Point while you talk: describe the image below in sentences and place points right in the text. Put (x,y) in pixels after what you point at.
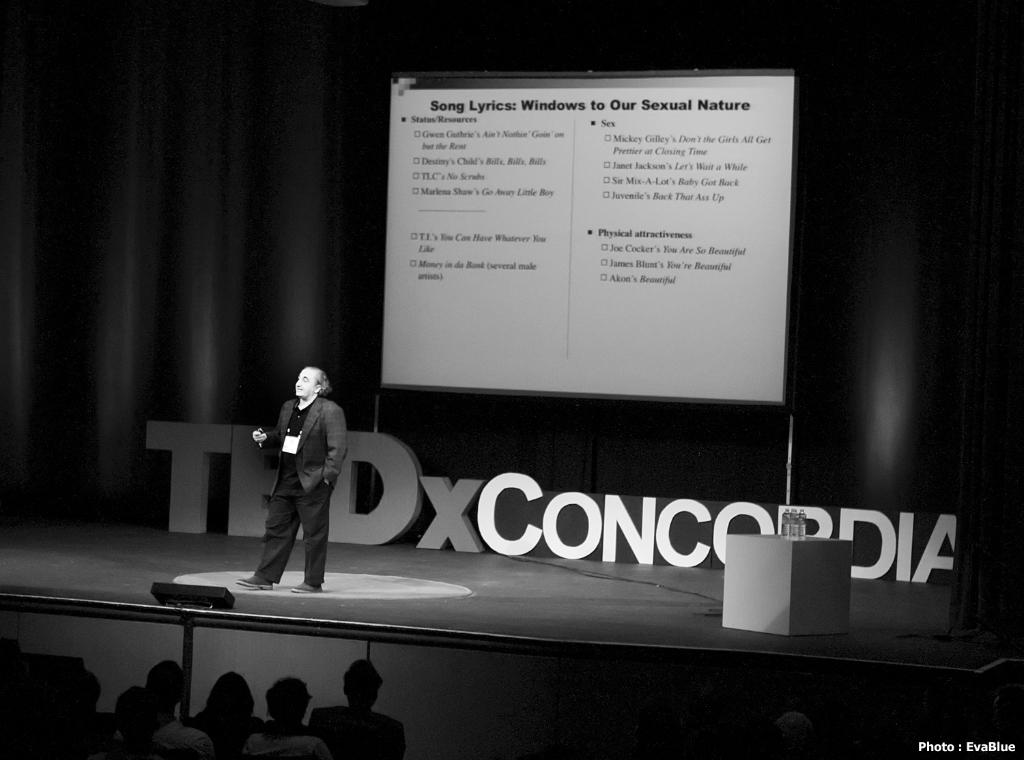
In this image there is a person (331,444) on the stage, there is a display (470,199) with some text (502,187), an object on the box (834,552), a poster (170,437) with a name (172,439) and a curtain (117,422) are on the stage (223,540), in front of the stage (207,541) there are few people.
